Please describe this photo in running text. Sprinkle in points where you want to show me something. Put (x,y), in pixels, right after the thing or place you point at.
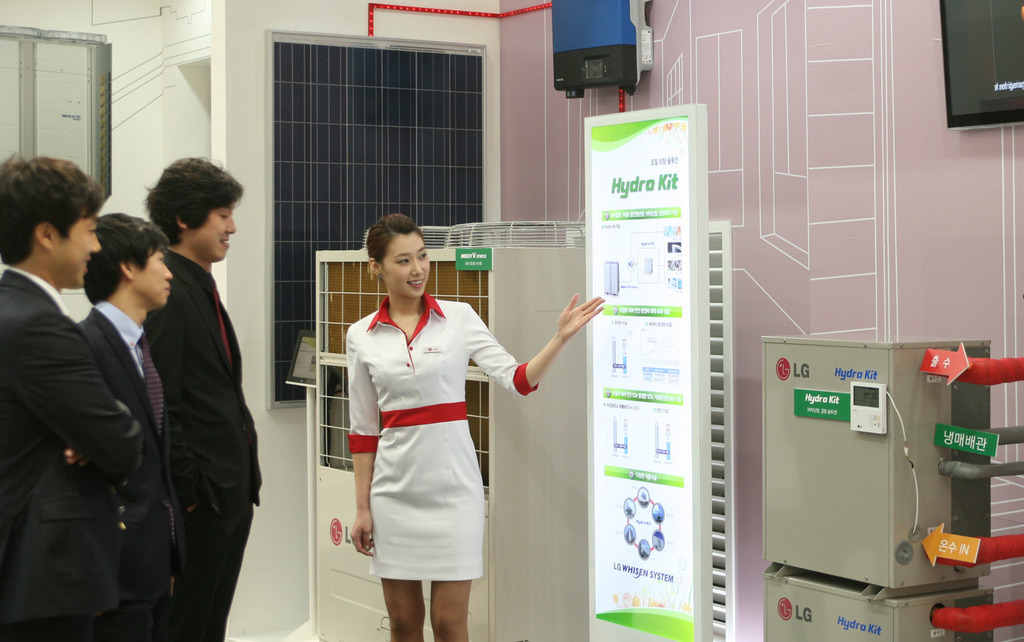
To the left side of the image (148,362) there are three people (104,445) standing. In the center of the image (383,333) there is a lady (447,469) standing and wearing a white color dress (431,374). There is a screen (609,274). There are other objects (797,389). In the background of the image (773,91) there is wall (539,97).
